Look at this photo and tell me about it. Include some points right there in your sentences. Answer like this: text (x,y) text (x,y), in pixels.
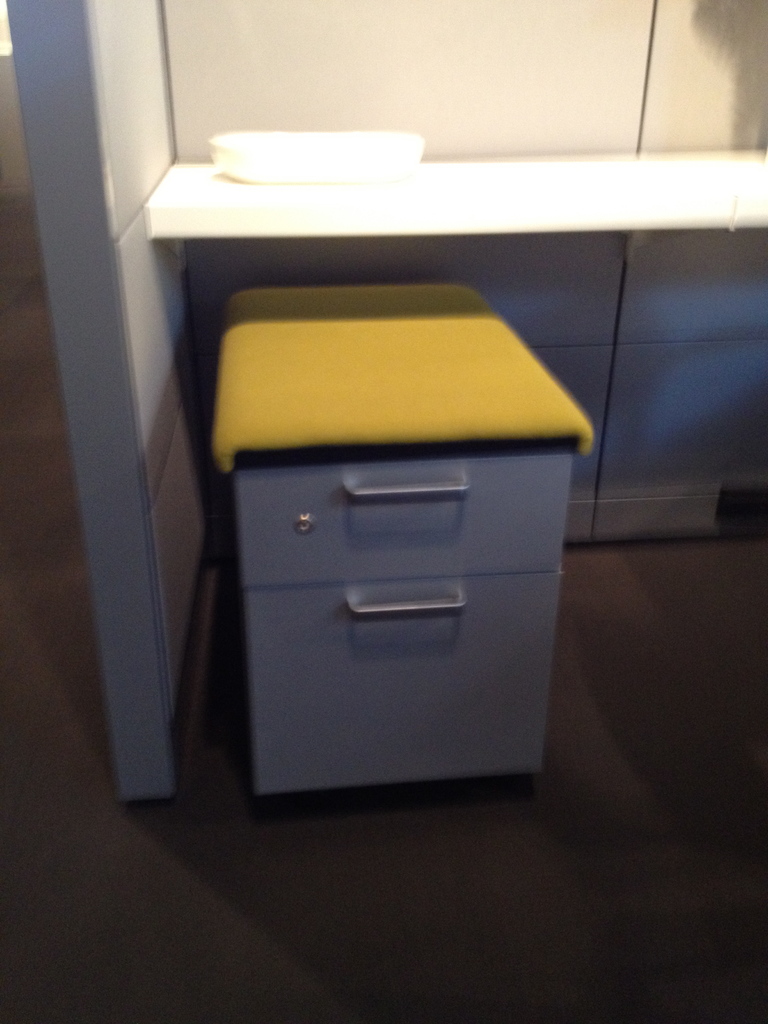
In this picture there is a desk (484,402) near to the table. On the table (560,187) we can see box (390,147). Beside the desk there is a wall (134,576).
